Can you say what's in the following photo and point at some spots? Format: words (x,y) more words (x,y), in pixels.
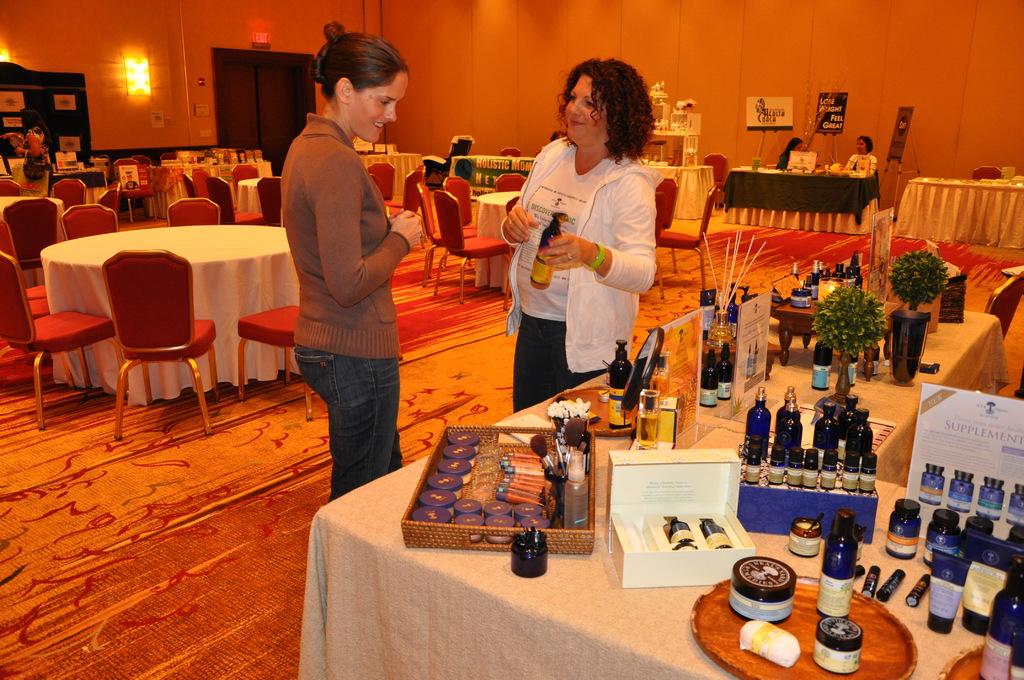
In this picture there are two people (360,242) standing beside the table (721,421) on which there are some bottles (625,420) and things (649,334) around them there are some chairs (42,318) and tables (284,285).
